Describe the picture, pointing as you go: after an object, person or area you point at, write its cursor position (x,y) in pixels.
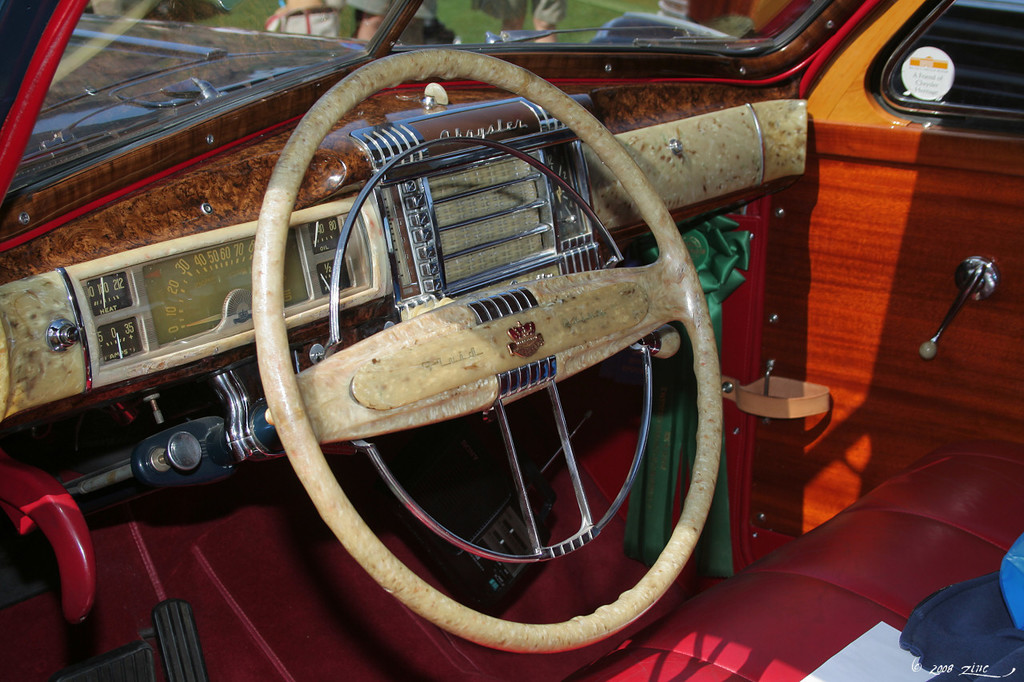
In this image we can see the inner view of a motor vehicle (405,242).
